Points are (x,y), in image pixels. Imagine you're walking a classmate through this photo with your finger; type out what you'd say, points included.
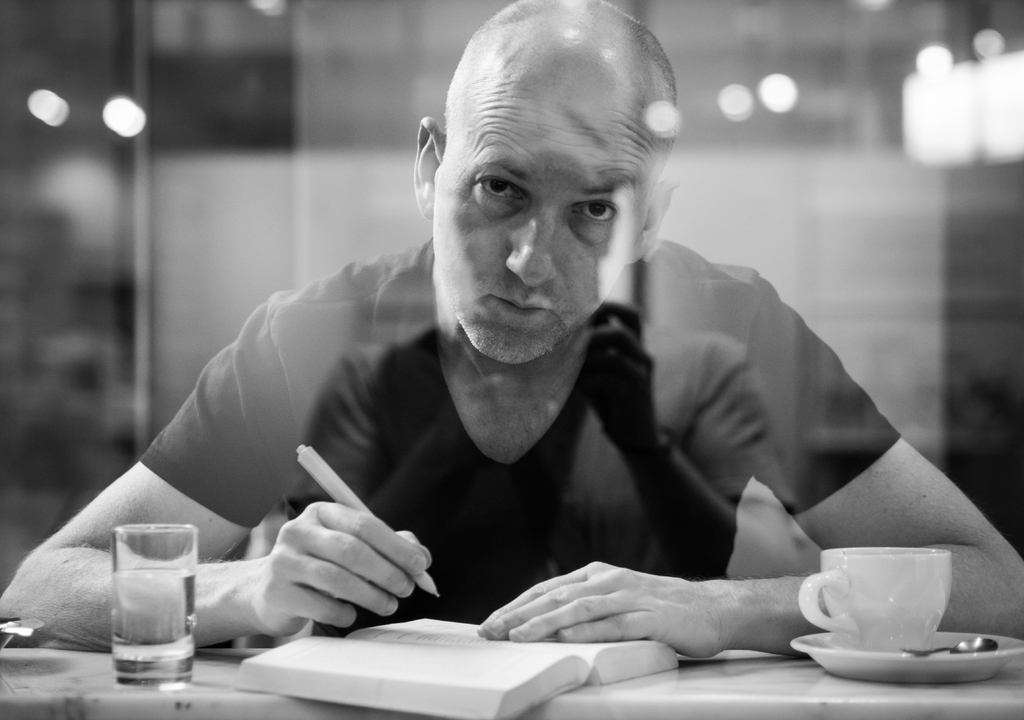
A person (634,396) is writing his notes (625,662). On the table (204,692) we can see glass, cup (879,624), spoon (959,651) and a plate (875,676).
